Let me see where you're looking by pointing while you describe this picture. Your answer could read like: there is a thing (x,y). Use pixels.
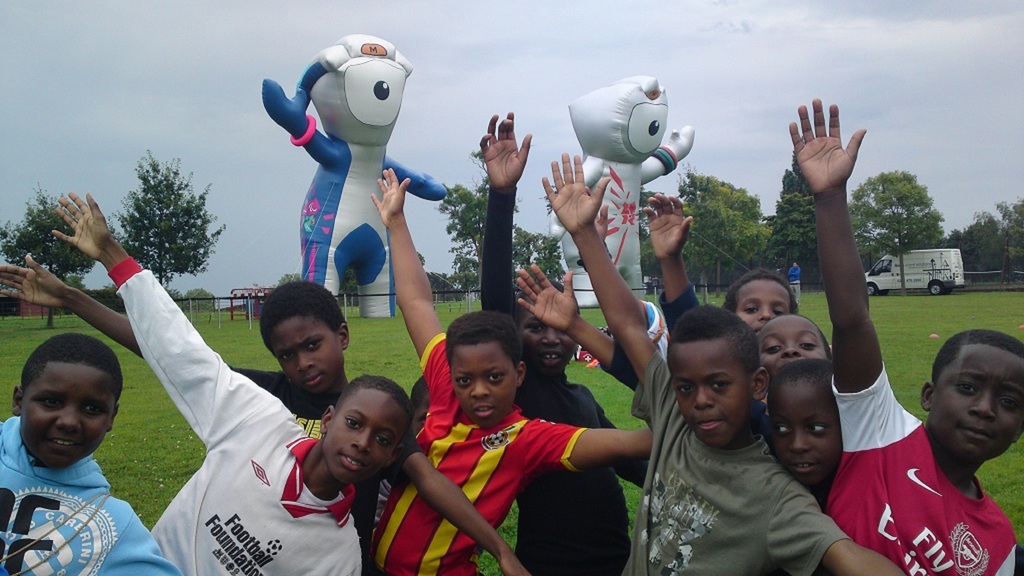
In the center of the image (484,372) we can see a few kids (392,459) are standing and they are in different costumes (521,490). In the background (29,159), we can see the sky (522,84), clouds (470,74), trees (741,201), grass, toys (338,215), one vehicle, one person (793,278) is standing and a few other objects (809,278).
